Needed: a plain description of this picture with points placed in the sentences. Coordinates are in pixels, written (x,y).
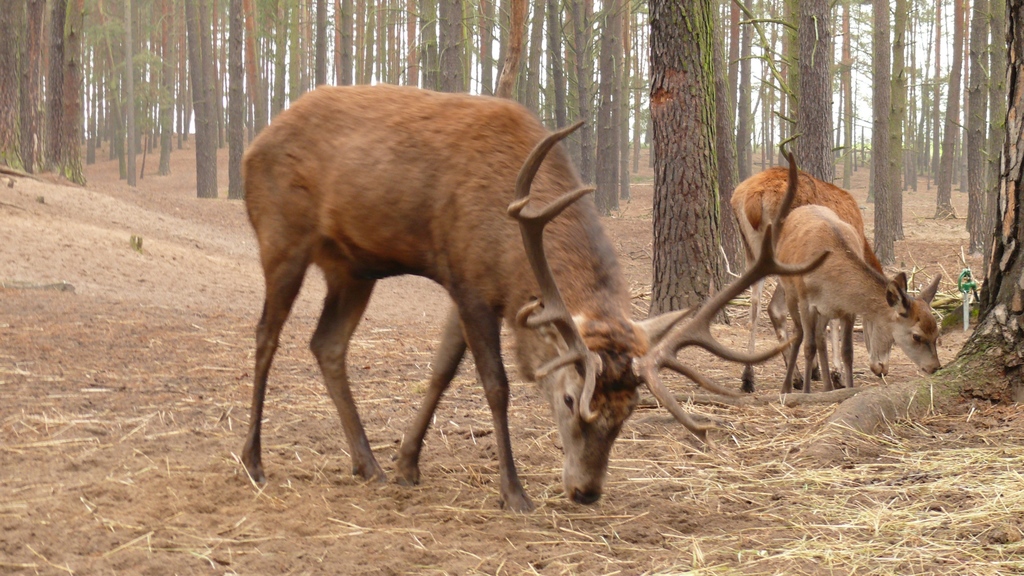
This image is taken outdoors. At the bottom of the image (225,467) there is a ground (692,455) and there is dry grass (832,510) on the ground (922,450). In the background (269,84) there are many trees (825,113) with green leaves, stems (975,358) and branches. In the middle of the image (373,201) there are three deers (701,337) grazing grass (714,433) on the ground (630,531).
